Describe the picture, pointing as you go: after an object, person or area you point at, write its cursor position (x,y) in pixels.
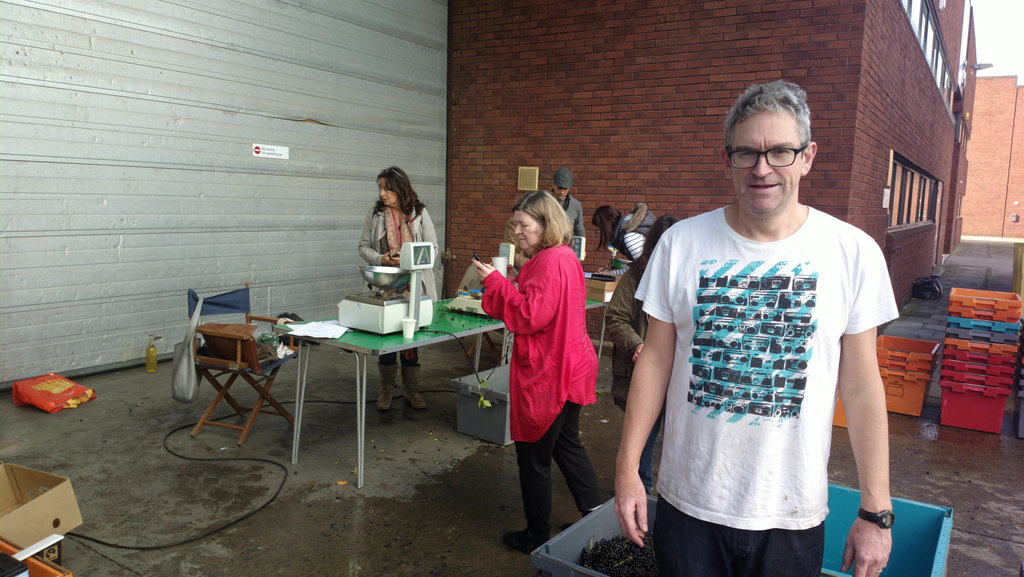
In the background (877,134) we can see the wall (1002,196) and the sky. On the right side of the picture (868,79) we can see a building (926,81), windows (928,178), board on the wall (872,228). In this picture we can see the people (734,471), colorful containers (981,330), bag (44,406), box (66,495) and few objects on the floor (184,507). We can see a chair (209,381) and few objects (231,341) on the chair (243,369). On the tables (385,336) we can see the box (595,286), weighing devices (374,310), papers (345,331) and few objects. We can see a man (849,332) wearing a t-shirt (846,294), spectacles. He is standing and smiling. Behind him there is something in a container (559,557).
